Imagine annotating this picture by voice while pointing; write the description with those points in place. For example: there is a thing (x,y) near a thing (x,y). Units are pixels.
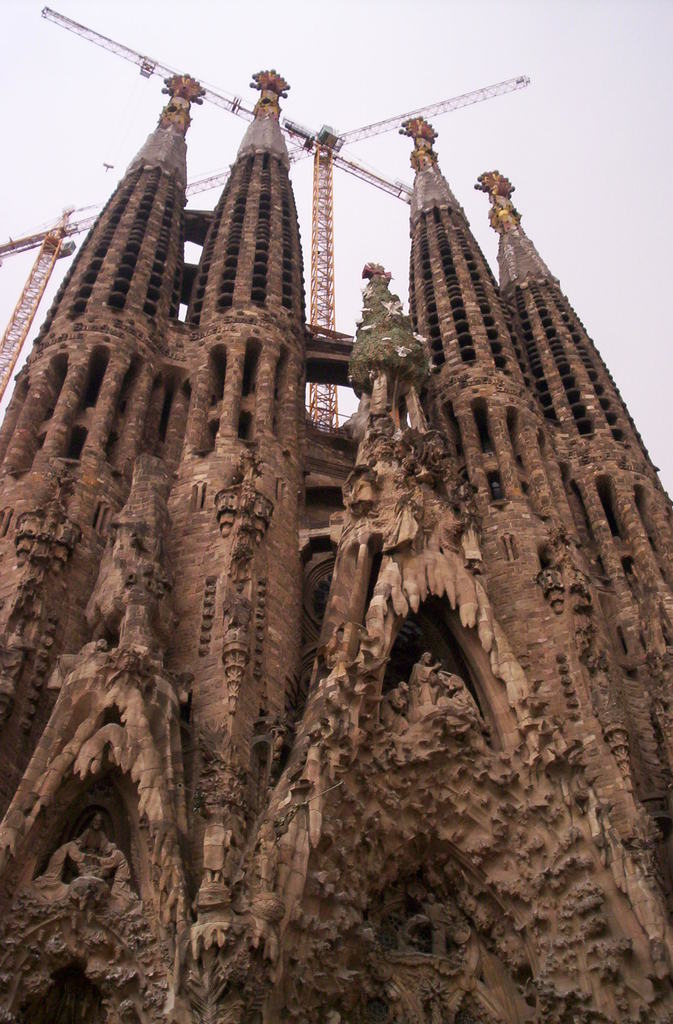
In the picture I can see a building (275,615), towers (275,401) and cranes (70,227). In the background (452,80) I can see the sky (573,170).
